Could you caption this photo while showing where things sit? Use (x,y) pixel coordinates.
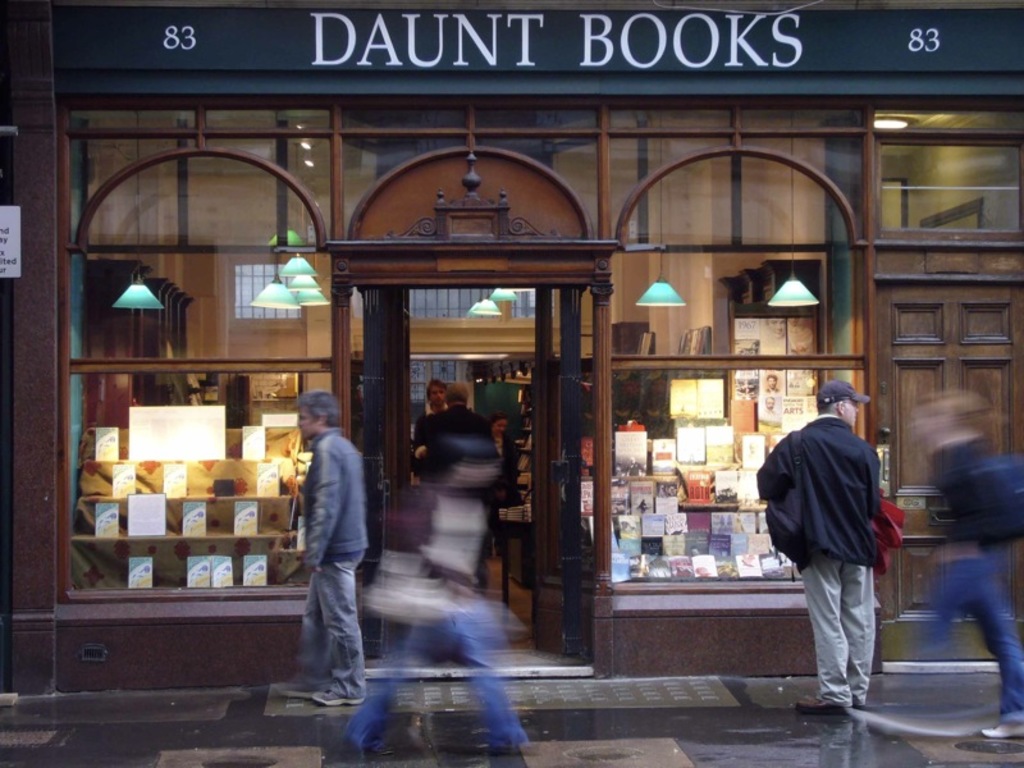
In this picture we can see some people (466,482), there is a store (661,364) in the background (652,333), on the right side (704,524) and left side (220,559) we can see books (259,578), there are some lights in the middle (657,300), there is some text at the top of the picture (741,42).
